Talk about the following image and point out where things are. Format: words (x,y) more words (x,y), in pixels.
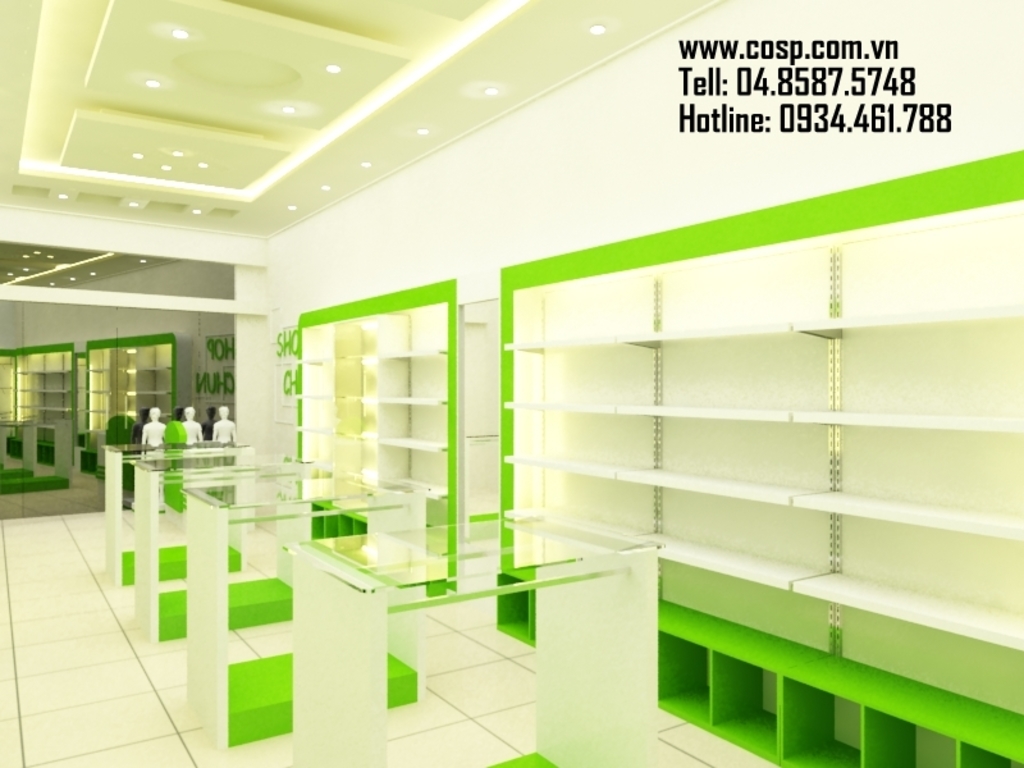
In this picture I can see the racks (598,434). I can see the glass desks (341,495). I can see light arrangements (281,157) on the roof (249,139). I can see three mannequins (194,431) on the left side (143,433). I can see the mirror (105,338) in the background (130,353).
